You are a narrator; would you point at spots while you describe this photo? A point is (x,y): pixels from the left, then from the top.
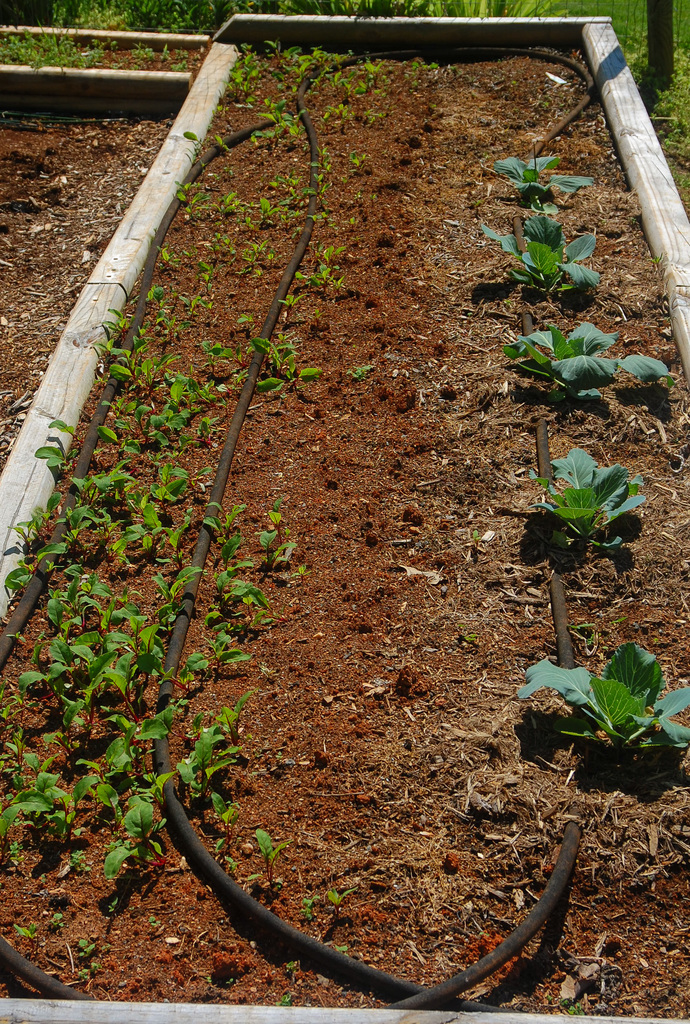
In the image there is a soil surface (323,461) and in the soil (191,422) there are some plants (60,686).
